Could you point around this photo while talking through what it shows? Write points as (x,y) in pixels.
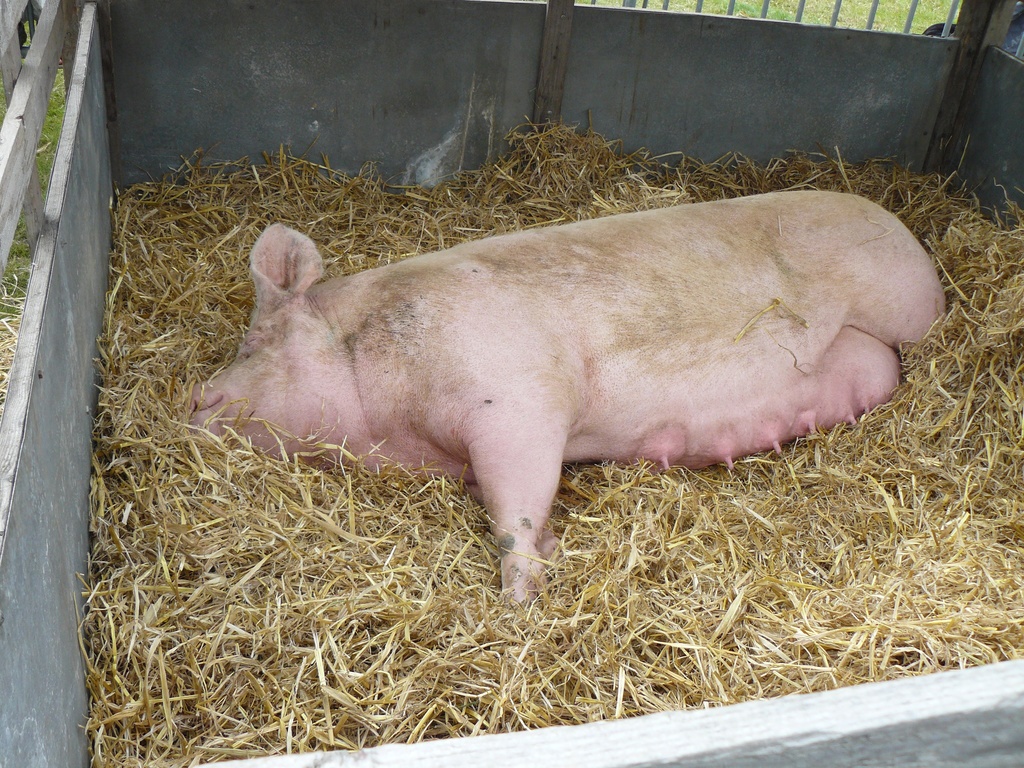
In this image we can see an animal (496,515) in the grass (711,628).
